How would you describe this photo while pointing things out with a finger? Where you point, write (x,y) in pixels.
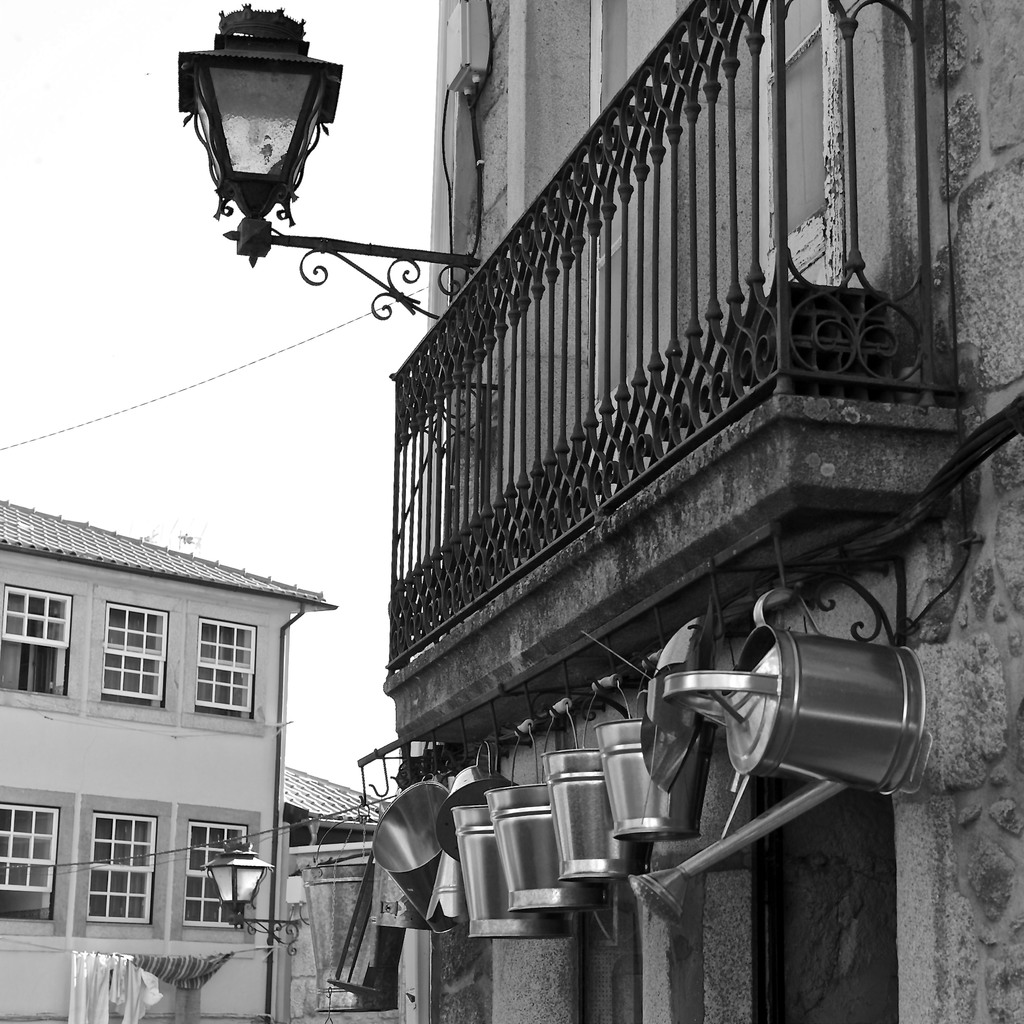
In this black and white image, we can see buildings (490,588). There are some objects (497,848) at the bottom of the image (731,699). There is a light (310,61) at the top of the image (296,128). There is an another light (238,883) and some clothes (143,963) in the bottom left of the image (87,975). In the top left of the image (65,106), we can see the sky (100,86).
